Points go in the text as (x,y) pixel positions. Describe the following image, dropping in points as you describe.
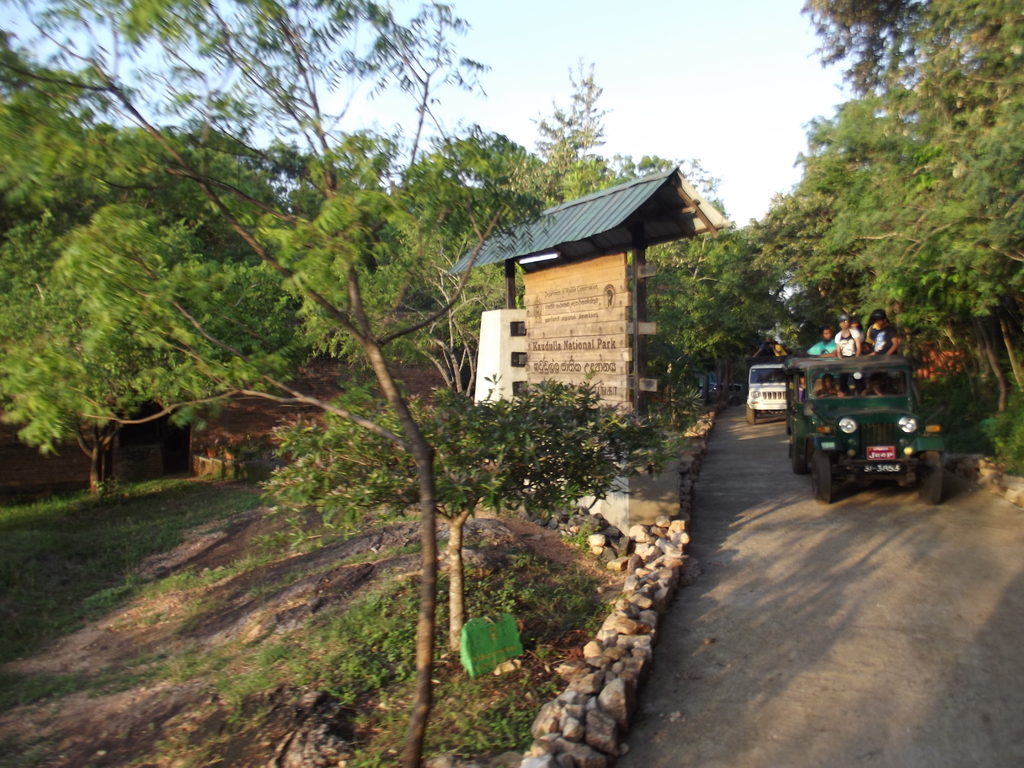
In this image we can see a group of people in the jeeps (807,459) which are on the pathway (840,570). We can also see some stones (571,699), plants (451,445), grass (496,690), a roof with some poles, a board (602,383) with some text (589,386) on it, a group of trees (715,348) and the sky (659,150) which looks cloudy.
